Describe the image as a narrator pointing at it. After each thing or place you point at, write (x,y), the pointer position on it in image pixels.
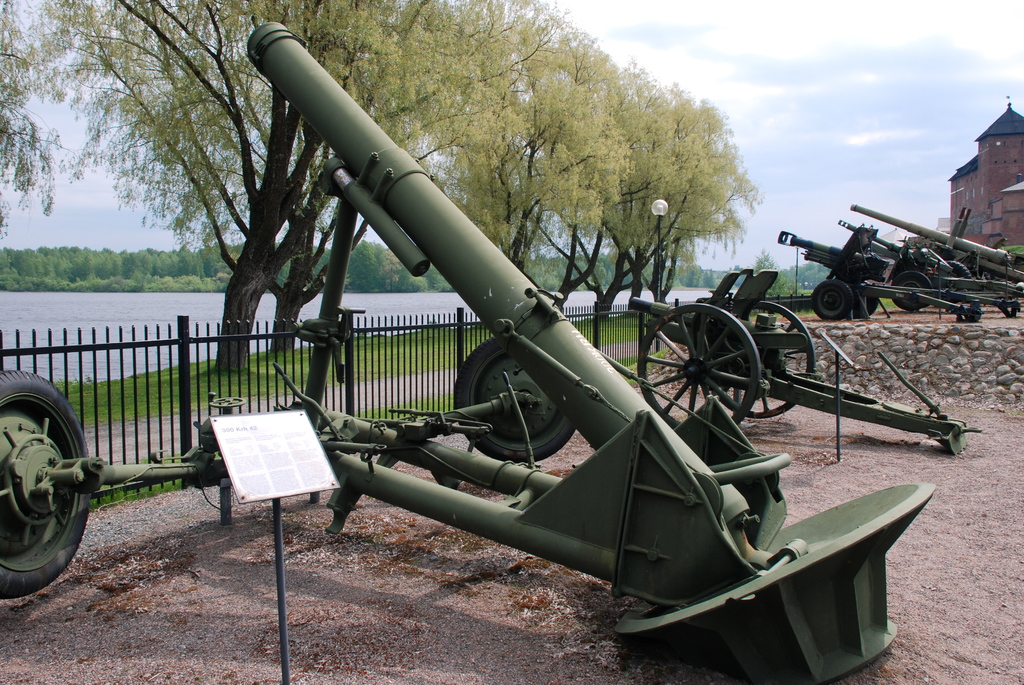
In this image we can see some cannons (675,406) which are on the ground (748,426) there is fencing (182,317) and in the background of the image (322,162) there are some trees (93,277), water (103,292) and cloudy sky (62,181) and on right side of the image (1013,162) there are some buildings (985,190).
